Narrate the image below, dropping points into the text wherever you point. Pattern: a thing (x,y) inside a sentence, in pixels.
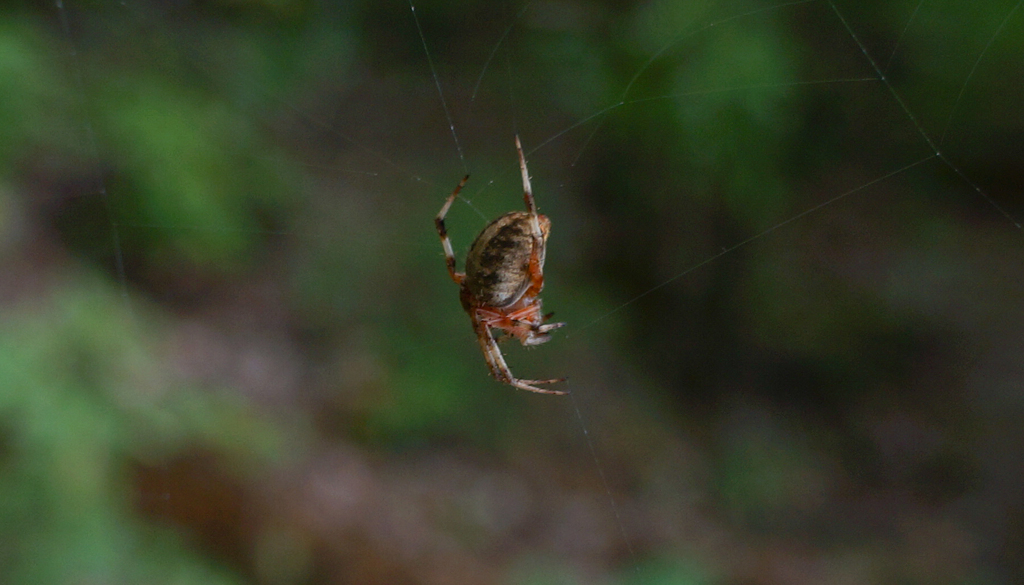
In this image we can see a spider (523,164) and a web (640,81), and the background (119,124) is blurred.
